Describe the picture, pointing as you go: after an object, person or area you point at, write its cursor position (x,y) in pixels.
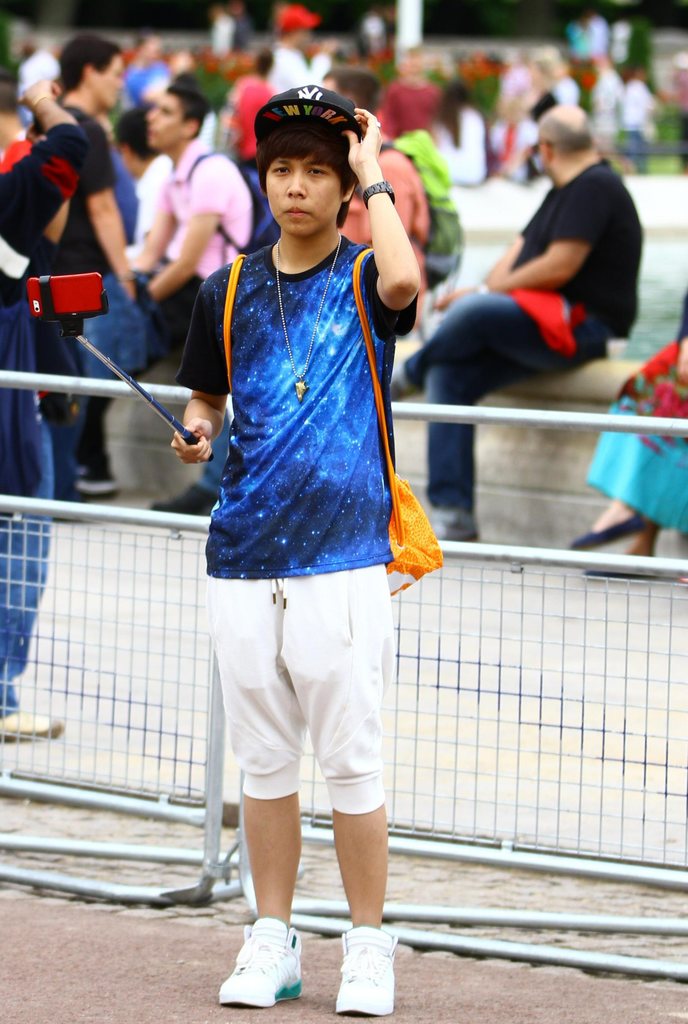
In this image, in the middle (314,416) there is a man (341,507), he wears a t shirt (302,400), trouser (324,650), shoes (299,973), cap (320,111), he is holding a stick (135,381). In the background (115,355), there are people (611,232) sitting, some are standing, fence (205,812).
